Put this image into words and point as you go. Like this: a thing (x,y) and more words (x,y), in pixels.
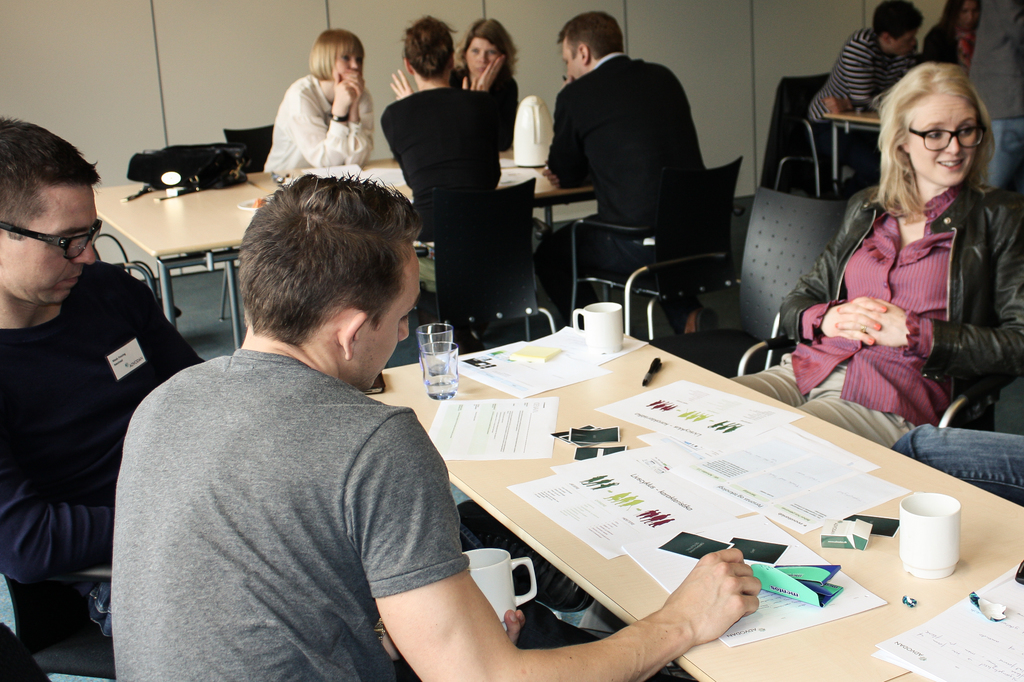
This is a picture in a office (943,294) or in a meeting. In the foreground of the picture (788,415) there are four people (356,291) seated around a table (974,560) in chairs (796,247), on the table (1011,567) there are papers (676,453), cups (620,344), glasses (448,364) and pens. In background (488,109) there are many people (616,106) seated around tables (221,192). To the top left (167,151) there is a backpack (205,151). In the background (182,42) it is wall (763,38).
